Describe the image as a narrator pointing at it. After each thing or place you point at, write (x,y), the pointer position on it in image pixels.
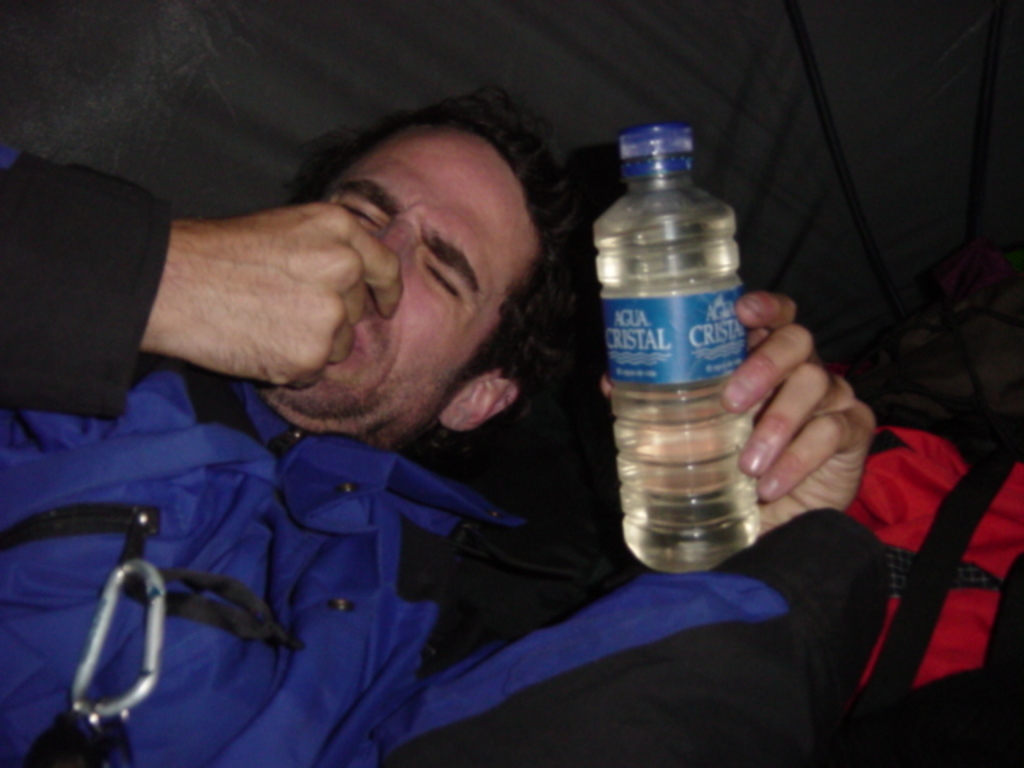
In this image there is a man (421,306) laying in tent (427,10) and holding a water bottle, and in back ground (957,438) there is a bag (1019,584).
